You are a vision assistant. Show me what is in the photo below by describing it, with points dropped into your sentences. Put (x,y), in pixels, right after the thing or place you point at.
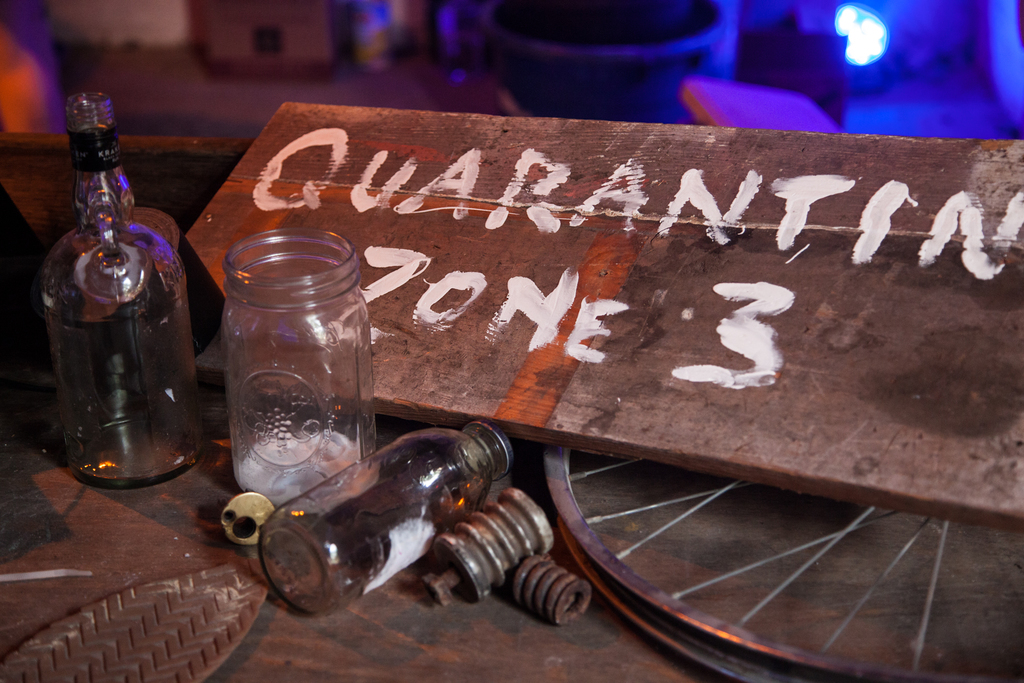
in the image in the center (473,401) we can see some bottles (187,369) and wood material (753,242) which was written zone 3. And the bottom there is a wheel (745,573).
